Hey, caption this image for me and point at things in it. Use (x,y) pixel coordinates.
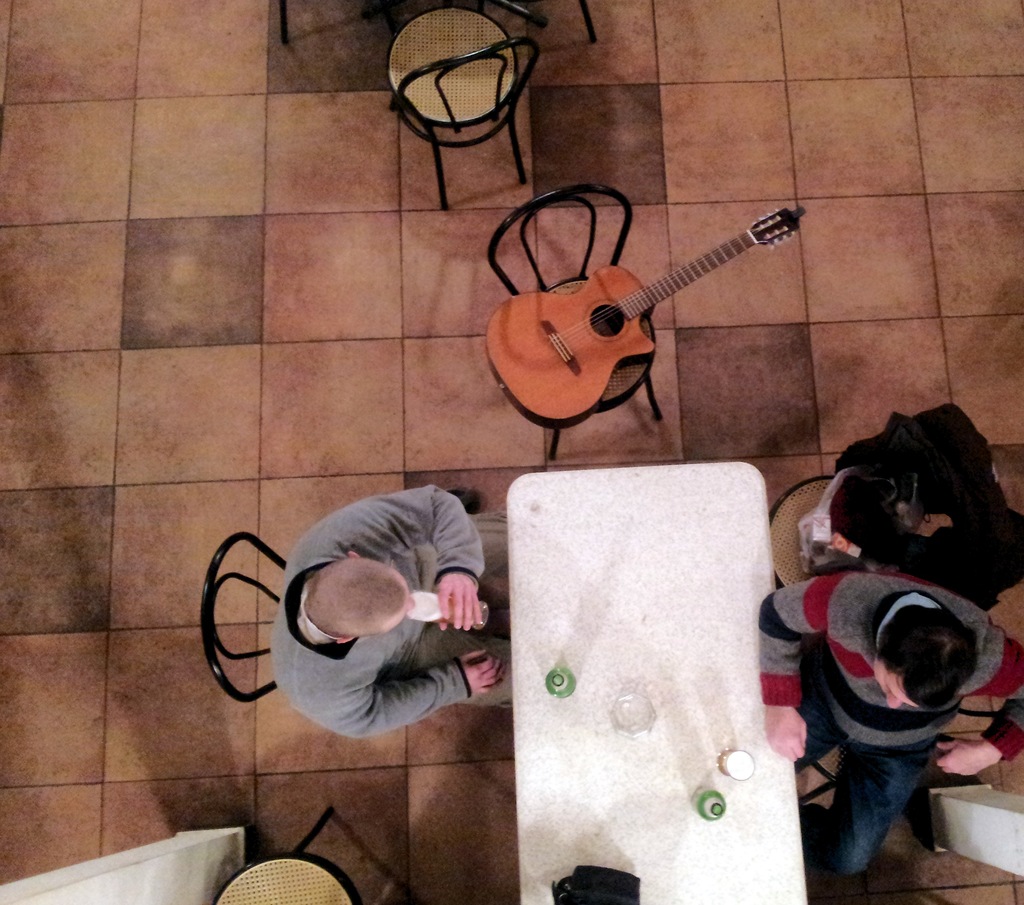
In this image i can see a group of people (408,517) are sitting on a chair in front of a table (620,626). I can also see there is a guitar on a chair (620,248).
